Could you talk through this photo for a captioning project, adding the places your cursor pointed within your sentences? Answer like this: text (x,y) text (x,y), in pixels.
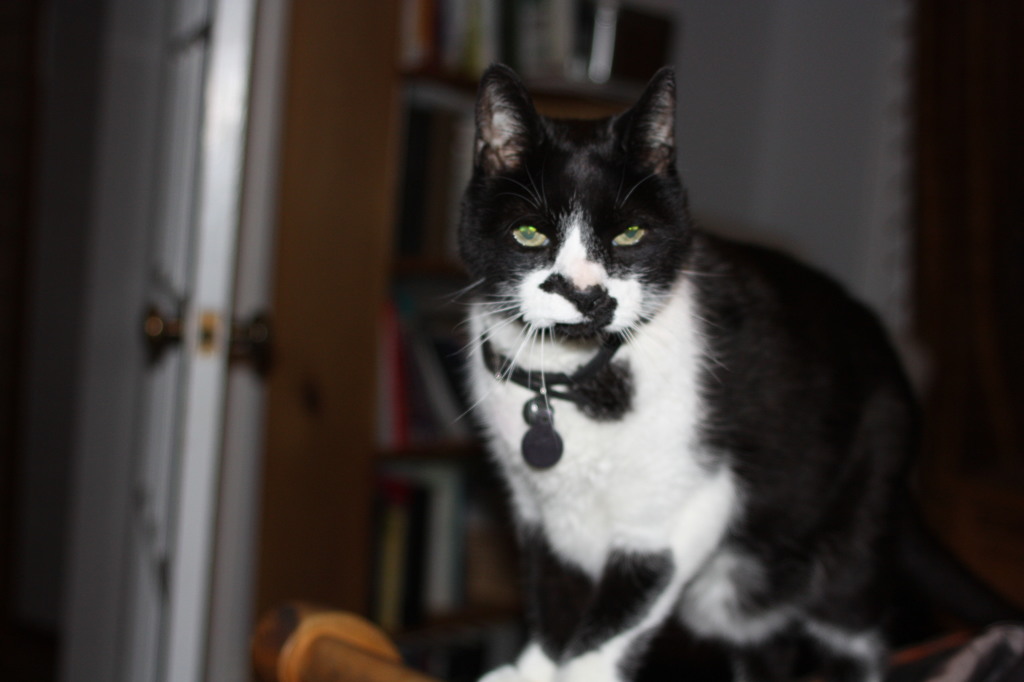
In this image we can see a cat (756,476). In the background (362,365) it is looking blur. Also we can see a cupboard (311,178) with books (405,507) in the background (412,510).
